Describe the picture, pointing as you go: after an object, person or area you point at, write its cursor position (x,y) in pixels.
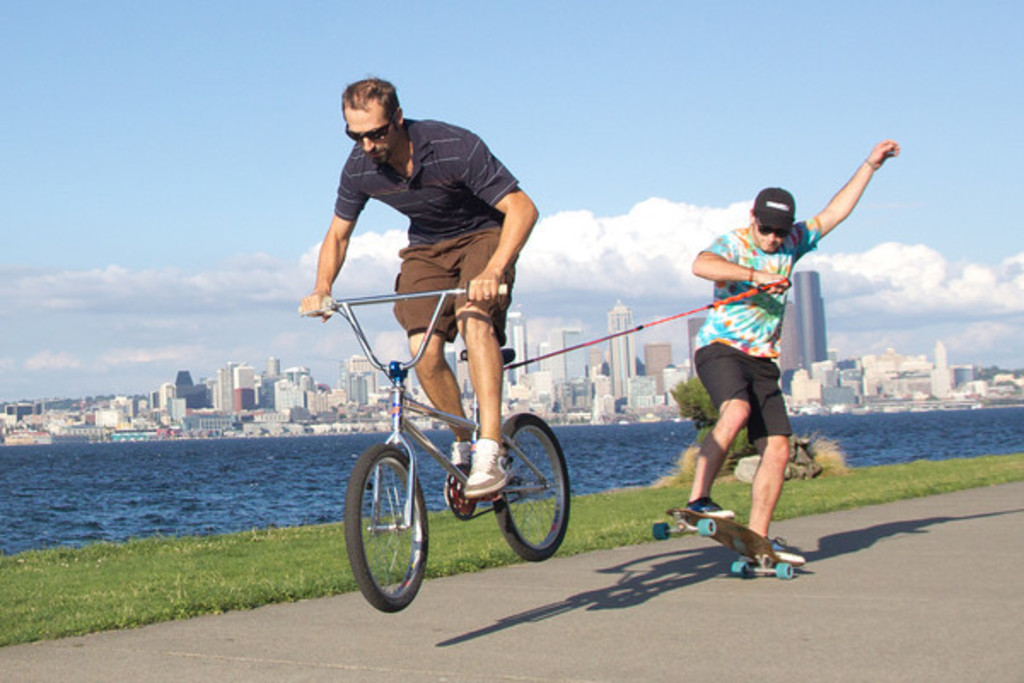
In this image there are two persons (772,321) who are riding bicycle (327,307) and skating on the road (640,558) and at the background of the image (181,374) there is water (588,441), building (239,408) and sky (306,344).
